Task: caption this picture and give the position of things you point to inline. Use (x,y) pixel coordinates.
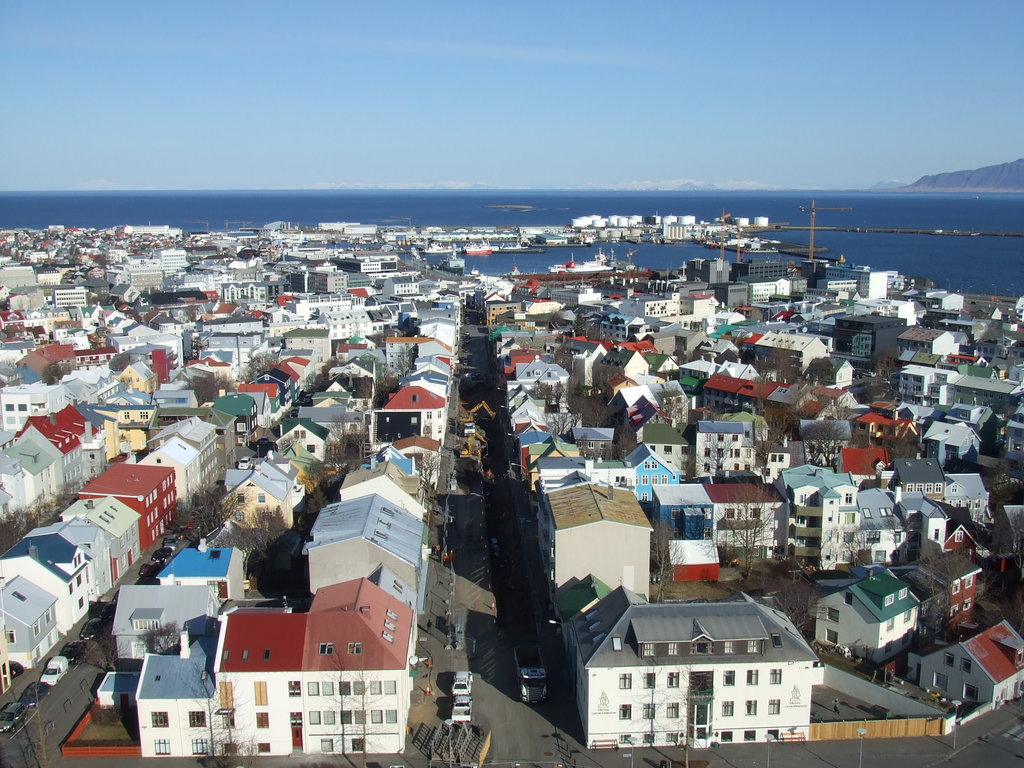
This is a view of a city (415,568). In this image we can see there are so many buildings (567,469), roads (485,686) and some vehicles (456,699) are moving on the road (464,535). In the background (464,205) there is a sea (863,217), mountain (985,180) and sky (571,120).
